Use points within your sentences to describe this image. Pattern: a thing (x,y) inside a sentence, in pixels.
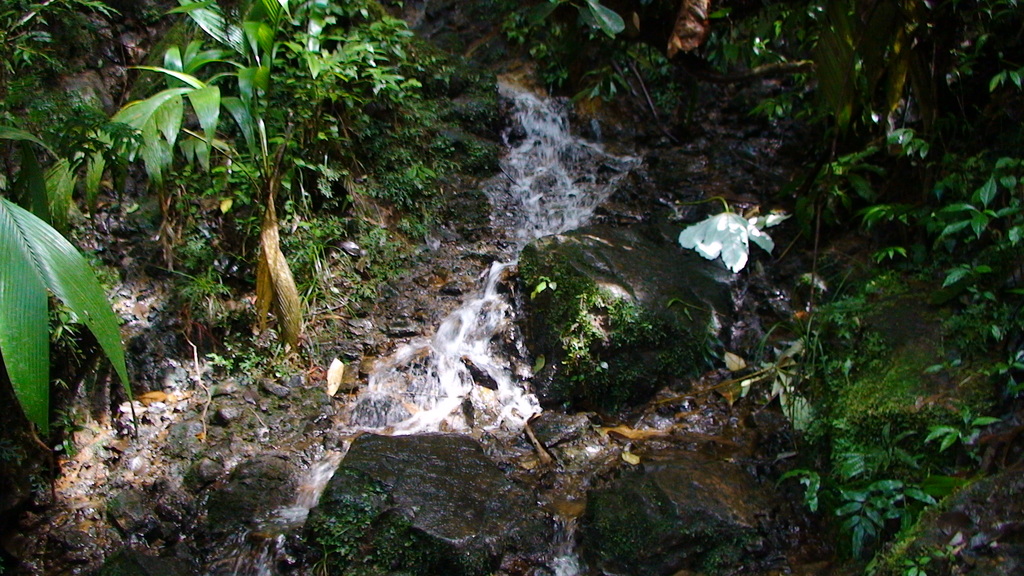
This picture is clicked outside. In the center (497,315) we can see the running water (268,542) and we can see the rocks (614,225), plants (883,428), green grass (883,428) and some other items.
